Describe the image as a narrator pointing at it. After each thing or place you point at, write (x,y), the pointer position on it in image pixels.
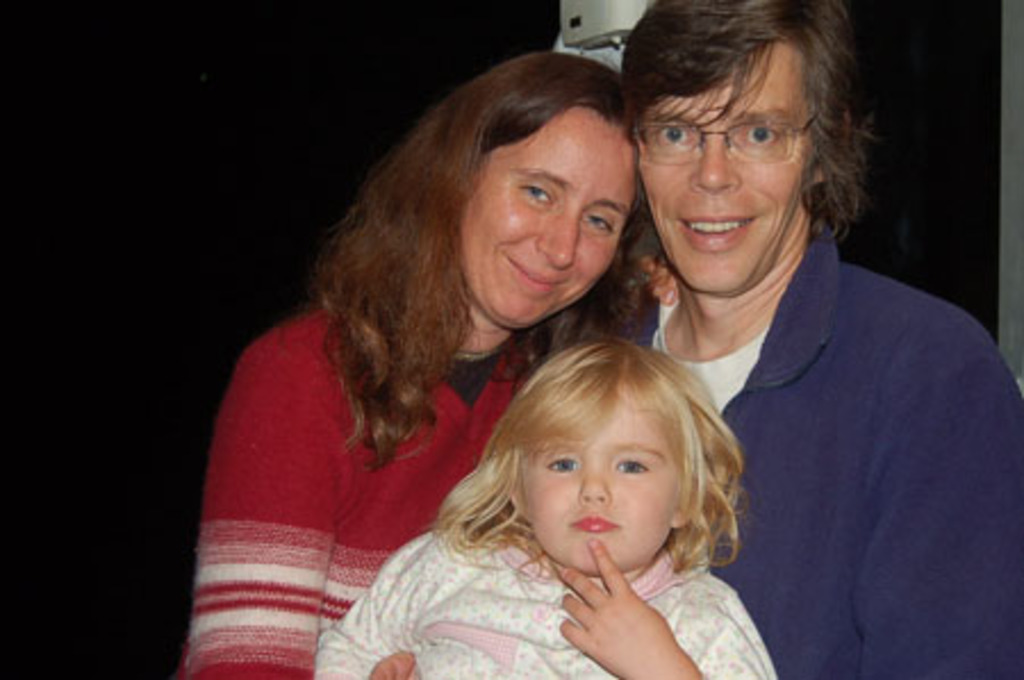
In this image there is a woman (430,344). Beside there is a person (773,411) wearing spectacles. Bottom of the image (597,592) there is a girl (520,573). Top of the image (617,7) there is an object (569,35). Background (231,10) is in black color.
